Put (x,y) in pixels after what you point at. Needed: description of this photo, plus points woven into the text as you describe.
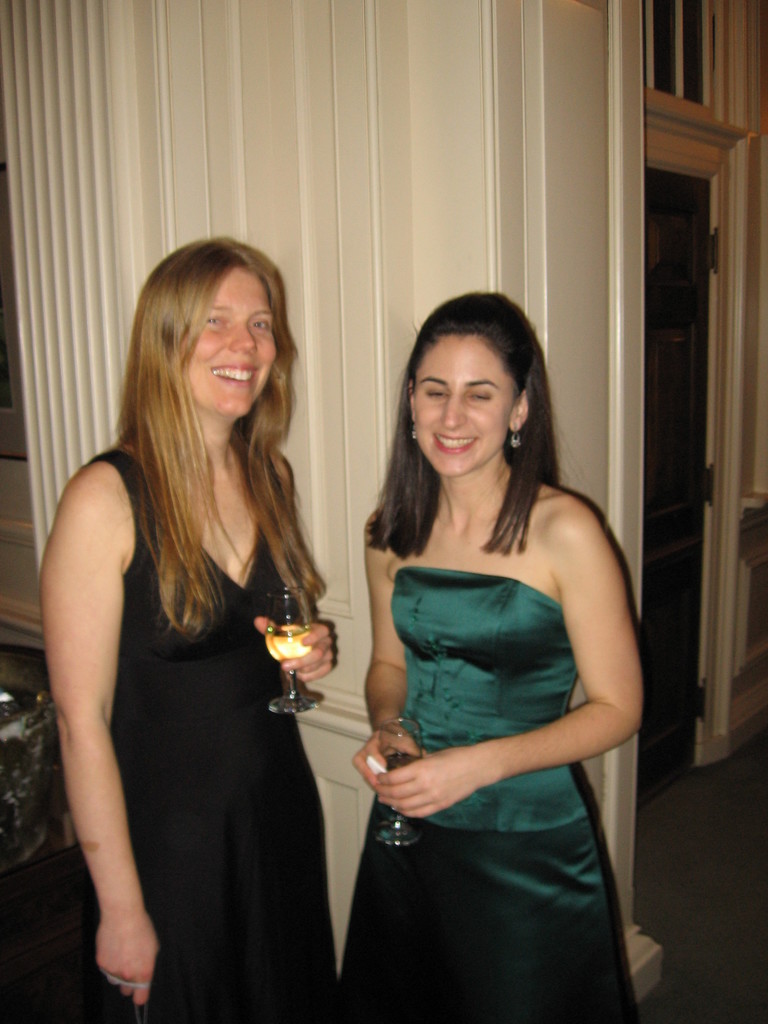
There are women (449,1008) in this picture standing and holding glasses (283,588). Right side (524,934) woman (460,658) is wearing green colour dress (456,693) and left side (227,655) woman (300,837) is wearing a black colour dress (236,689). Right side (716,157) there is a door (651,222).
